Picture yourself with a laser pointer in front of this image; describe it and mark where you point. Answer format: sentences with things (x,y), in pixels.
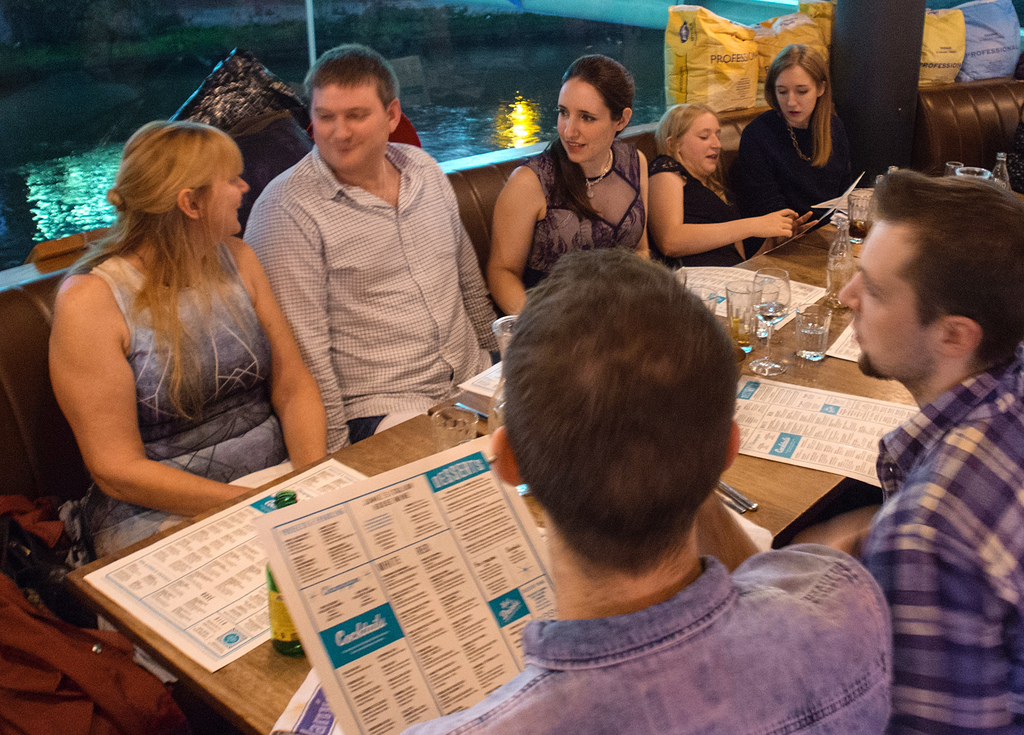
In this picture we can see some people (455,331) are sitting in front of table (790,482), there are some glasses (757,301), cards (210,560) and bottles (835,264) on this table (818,272), we can see some text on these cards (431,516), in the background (489,52) there is water (465,105), there are bags (961,13) at the right top of the picture (824,13).
